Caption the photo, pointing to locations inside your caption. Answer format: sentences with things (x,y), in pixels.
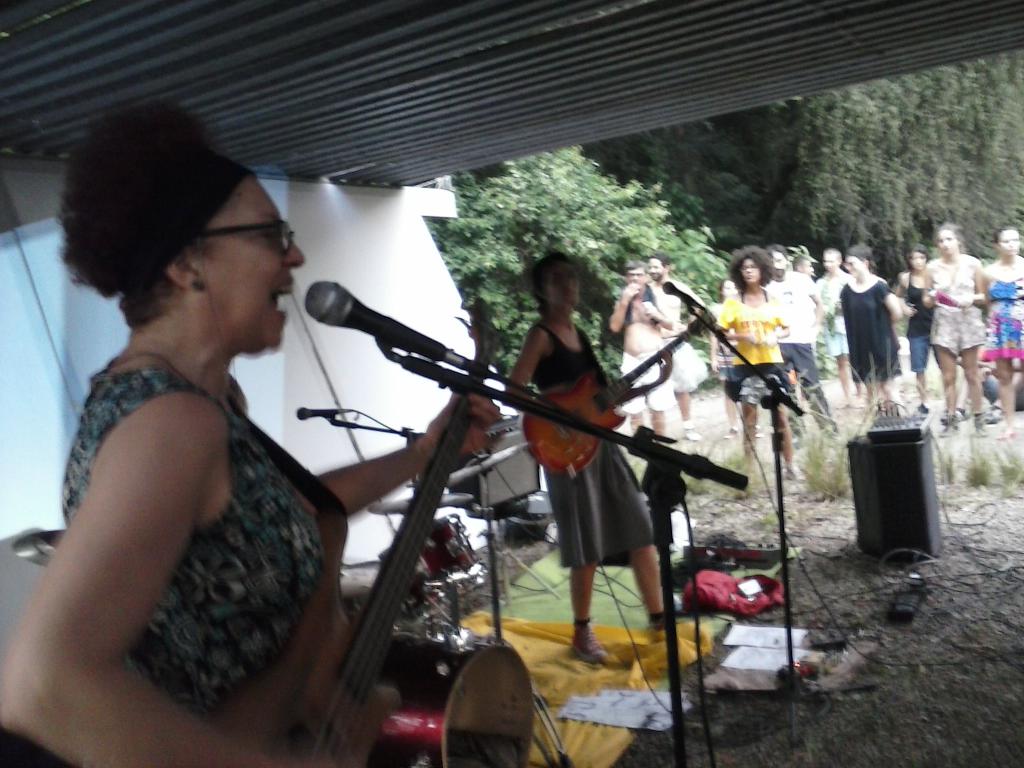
In this picture we can see two women (232,357) holding guitars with their hands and in front of them we can see mics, devices (894,440), papers (750,663), clothes (596,669), cables (932,557) on the ground (815,630) and in the background (644,333) we can see a group of people (800,387), grass (821,433), trees (730,240), roof (458,52), wall (372,195), some objects (479,502).
